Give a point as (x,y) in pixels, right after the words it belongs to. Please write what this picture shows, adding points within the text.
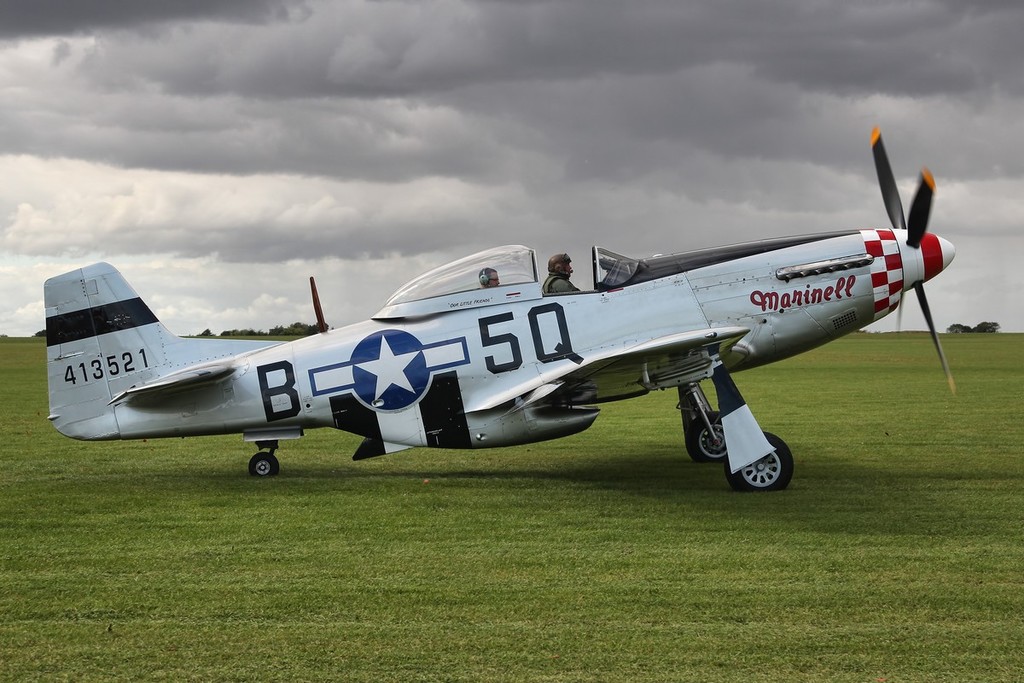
In the image there is an aeroplane (474,348) on the grassland (694,492) with two men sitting in it and in the background (982,329) there are trees (966,328) on the right (954,322) and left side (303,329) and above its sky (549,82) with clouds (346,104).
